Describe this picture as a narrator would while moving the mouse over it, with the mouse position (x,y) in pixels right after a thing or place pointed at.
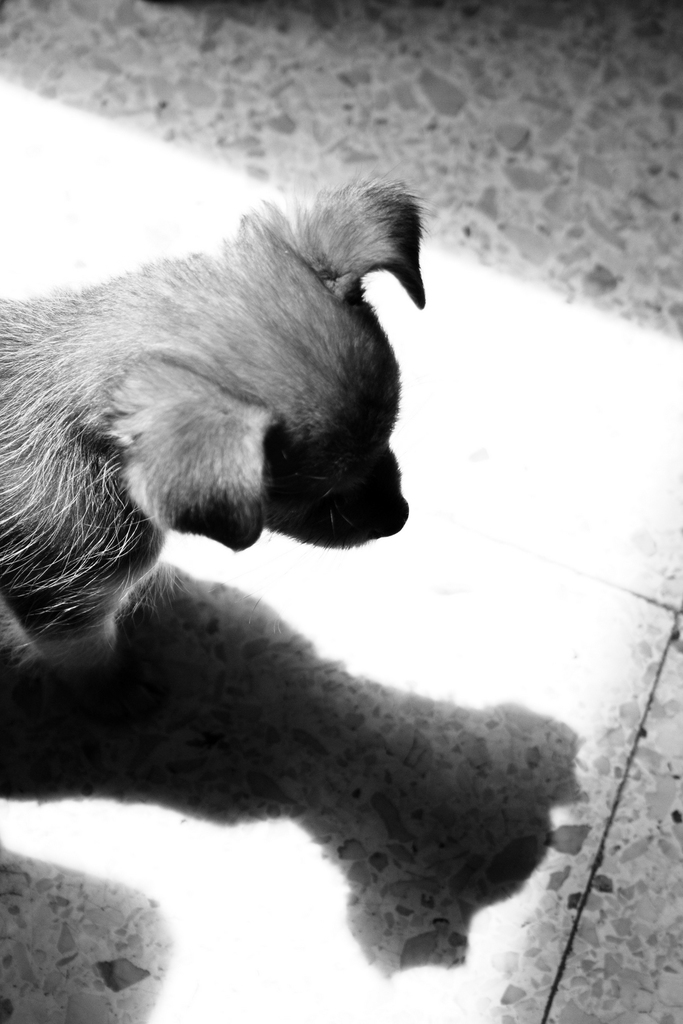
In the picture we can see a dog (118,389) on the floor (103,1013) looking its image (423,804) in the tile (512,937).
